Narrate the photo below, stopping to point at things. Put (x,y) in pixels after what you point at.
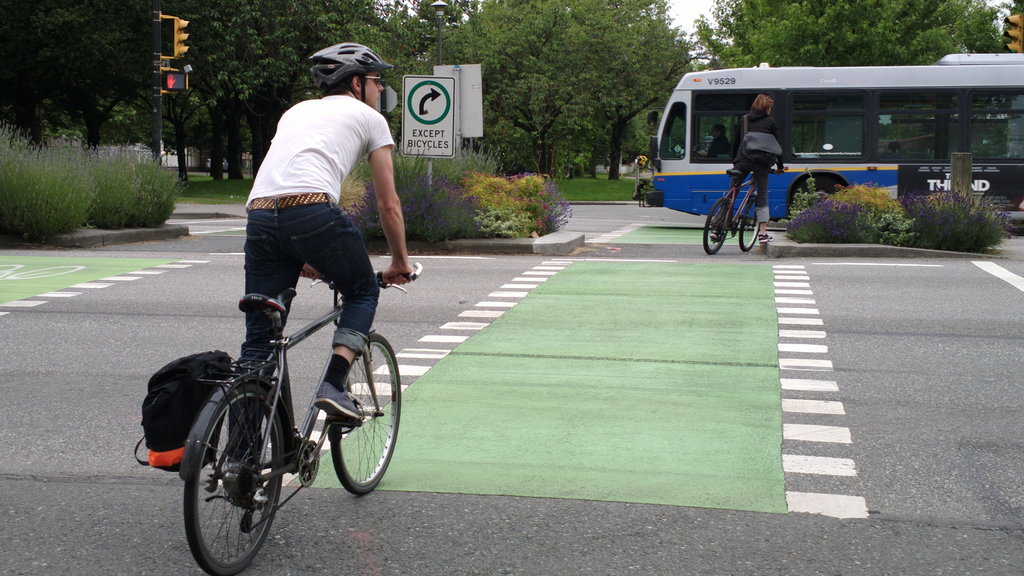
In this picture there is a man (354,313) who is wearing helmet (336,70), spectacles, t-shirt (325,164), jeans (291,276) and sneakers (327,392). He is riding a bicycle (335,438) on the road (394,506). Beside him there is a black bag (200,385). On the right (777,144) there is a woman (749,154) who is wearing black dress (747,167) and she is also riding a bicycle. Besides her I can see the bus (714,168) which is parked on the road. Inside the bus (789,161) I can see the driver (722,127). On the left (178,67) I can see the traffic signals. In the background (490,199) I can see many trees (546,152), plants (532,192) and grass (575,183). At the top (416,84) there is a sign board (452,78). In the top right (705,0) there is a sky (692,20).
